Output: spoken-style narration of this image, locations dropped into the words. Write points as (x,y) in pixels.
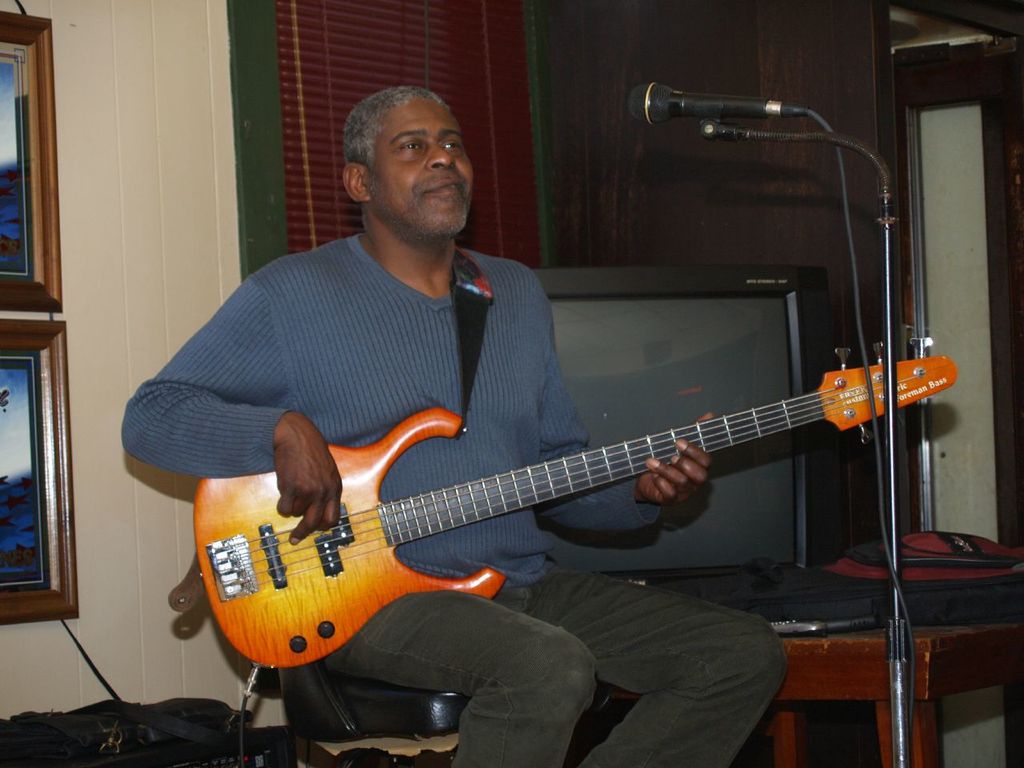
The image is inside the room (387,314). In the image there is a man (385,306) sitting on chair (352,677) and holding a guitar (451,506) in front of a microphone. In background (171,120) there is a wall (184,110) which is in cream color and photo frames (24,169), window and television (578,332) on table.
